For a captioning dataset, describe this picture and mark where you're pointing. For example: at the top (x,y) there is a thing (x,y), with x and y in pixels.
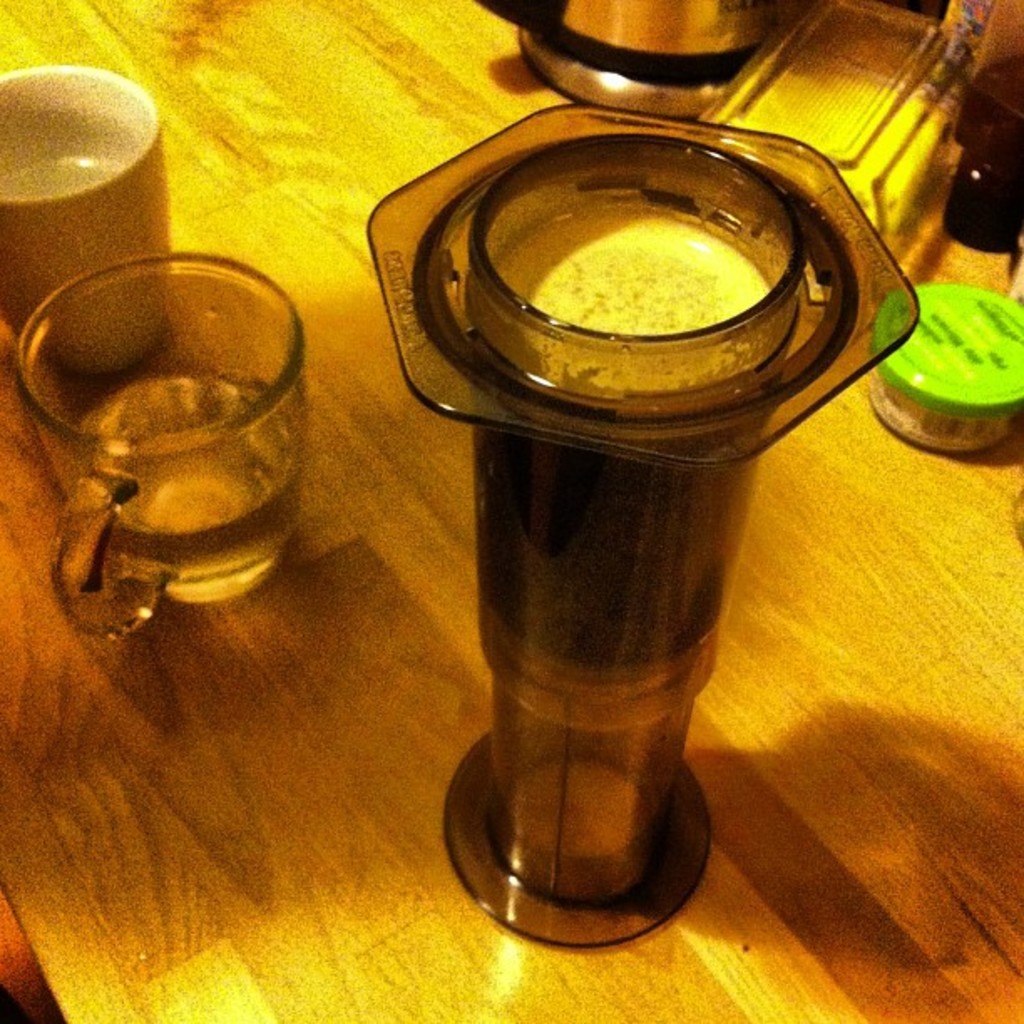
In this image I can see cups (178,343) and some other objects (713,409) on a wooden surface (424,586).
